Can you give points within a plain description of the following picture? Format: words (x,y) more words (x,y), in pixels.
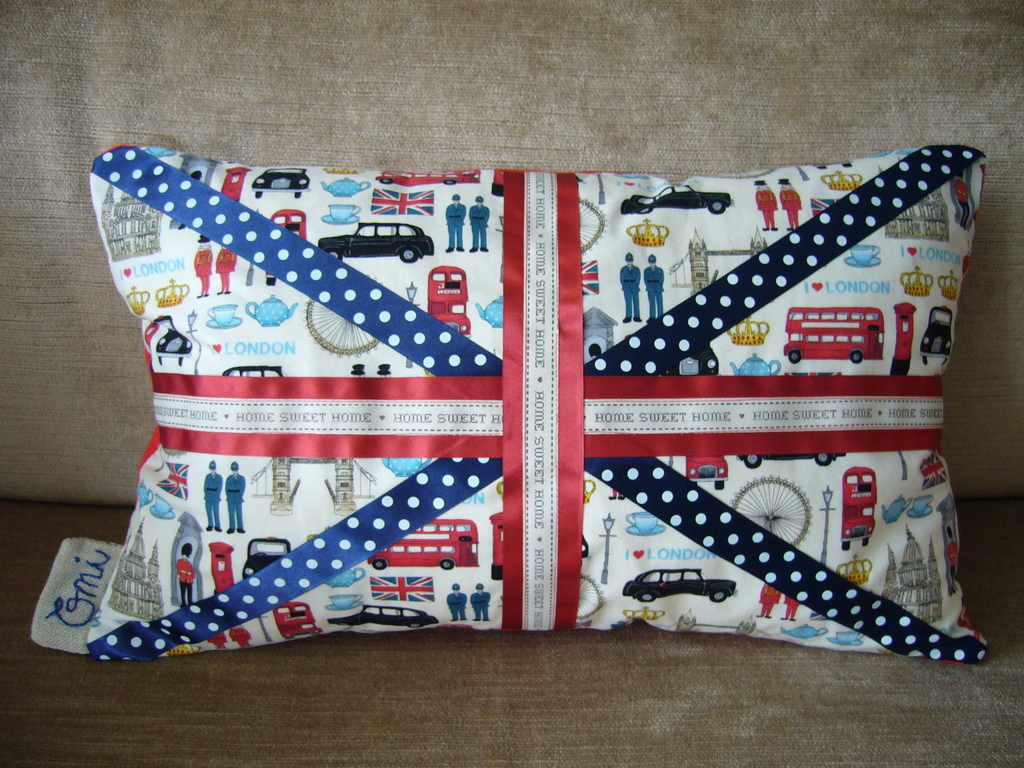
There is a cushion (873,266) with blue and red color ribbons (665,405) on a sofa (672,673). And the background (930,8) is beige in color.
